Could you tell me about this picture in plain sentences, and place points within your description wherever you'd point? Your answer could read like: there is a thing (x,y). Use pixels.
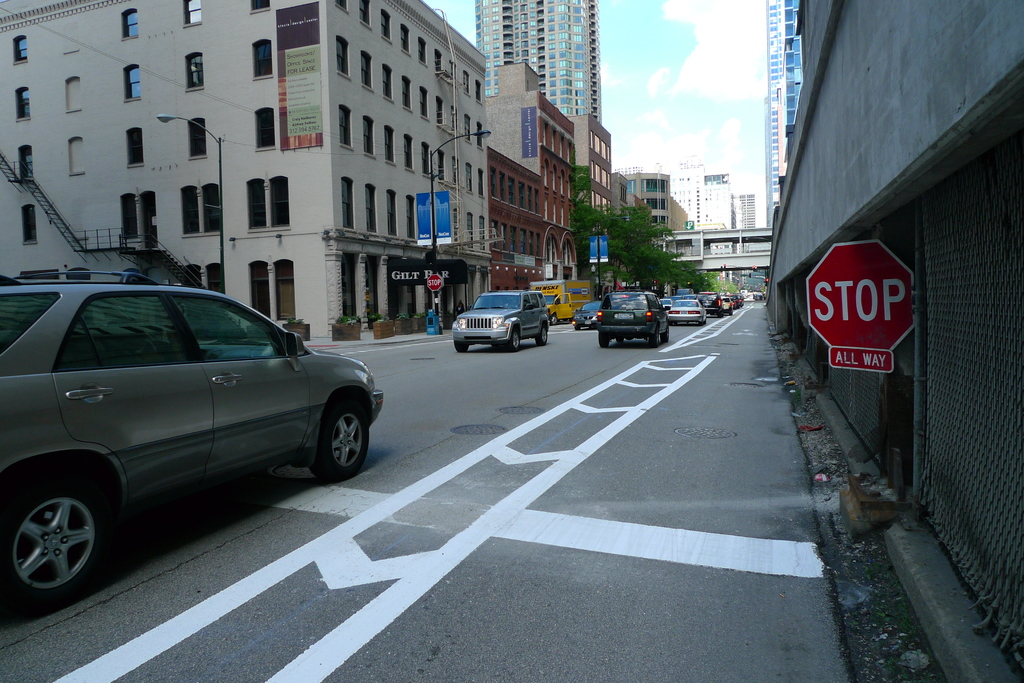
In the foreground (405,533) I can see boards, fleets of vehicles (15,348) on the road (501,470), buildings (38,151), light poles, windows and trees (615,235). In the background (731,264) I can see a bridge (713,241) and the sky (744,105). This image is taken may be during a day.
